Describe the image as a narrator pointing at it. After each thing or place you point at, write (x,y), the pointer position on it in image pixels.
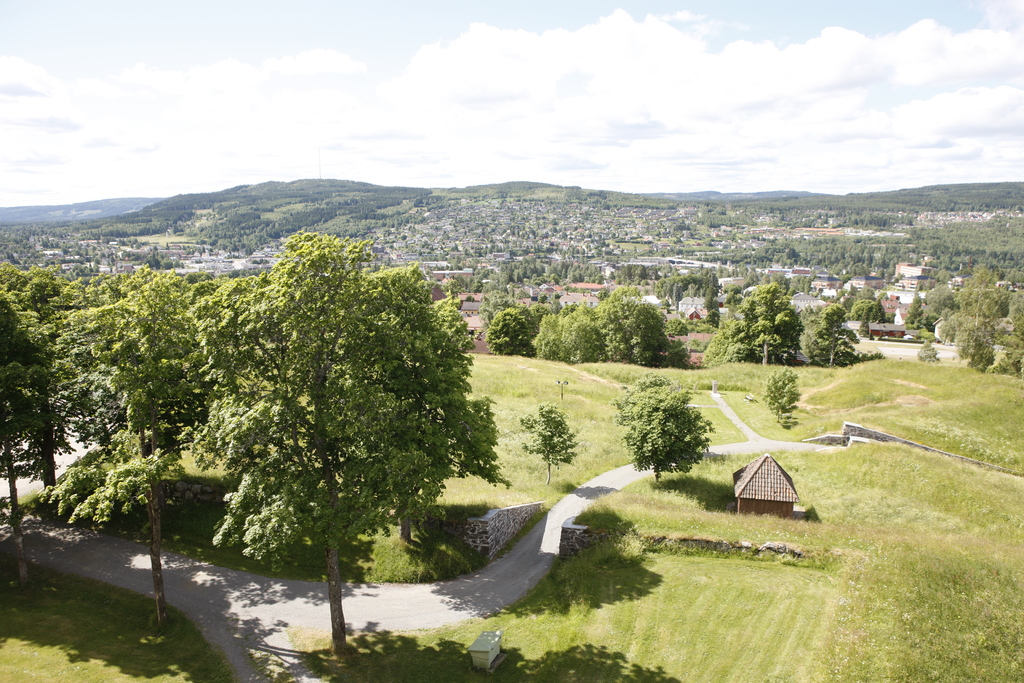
This image is clicked from a top view. To the right (820,569) there is the grass (824,563) on the ground (831,568). There is a house (772,477) on the ground (826,477). To the left (171,399) there are trees (172,423). Beside the trees (129,427) there is a road (96,543). In the background (684,309) there are trees (560,318), houses (475,234) and mountains (260,196). At the top (319,81) there is the sky (342,102).
